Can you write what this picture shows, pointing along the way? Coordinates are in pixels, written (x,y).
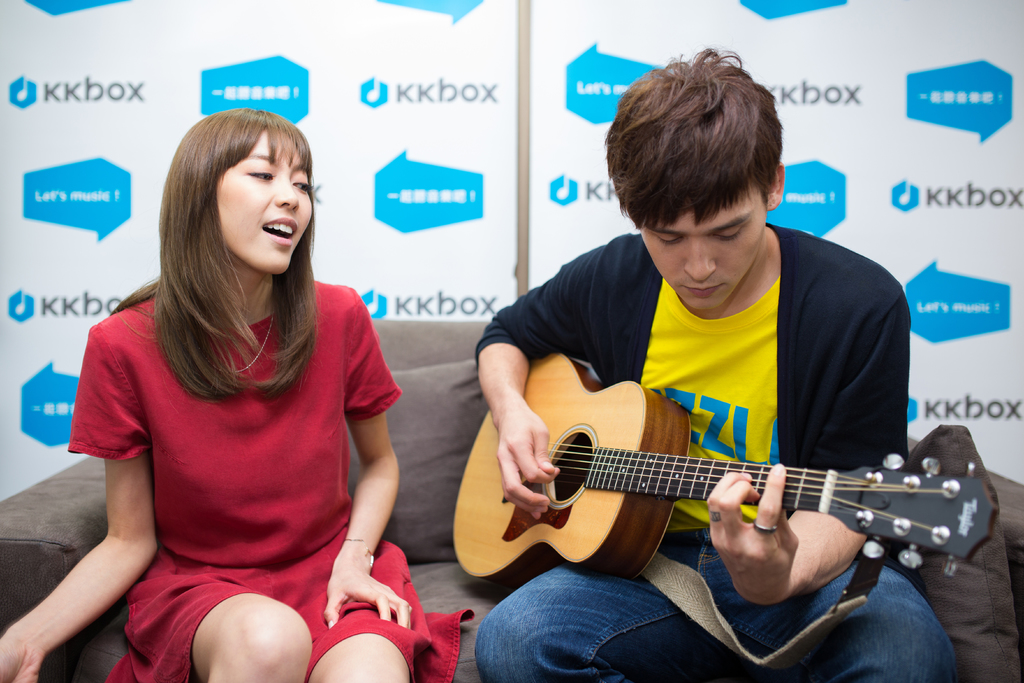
In this image there is a woman (240,405) with red color shirt (326,428) sitting in the couch (409,486), another man (799,398) sitting in couch (1000,596) and playing guitar (496,511) and in the back ground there is a hoarding (382,272).
